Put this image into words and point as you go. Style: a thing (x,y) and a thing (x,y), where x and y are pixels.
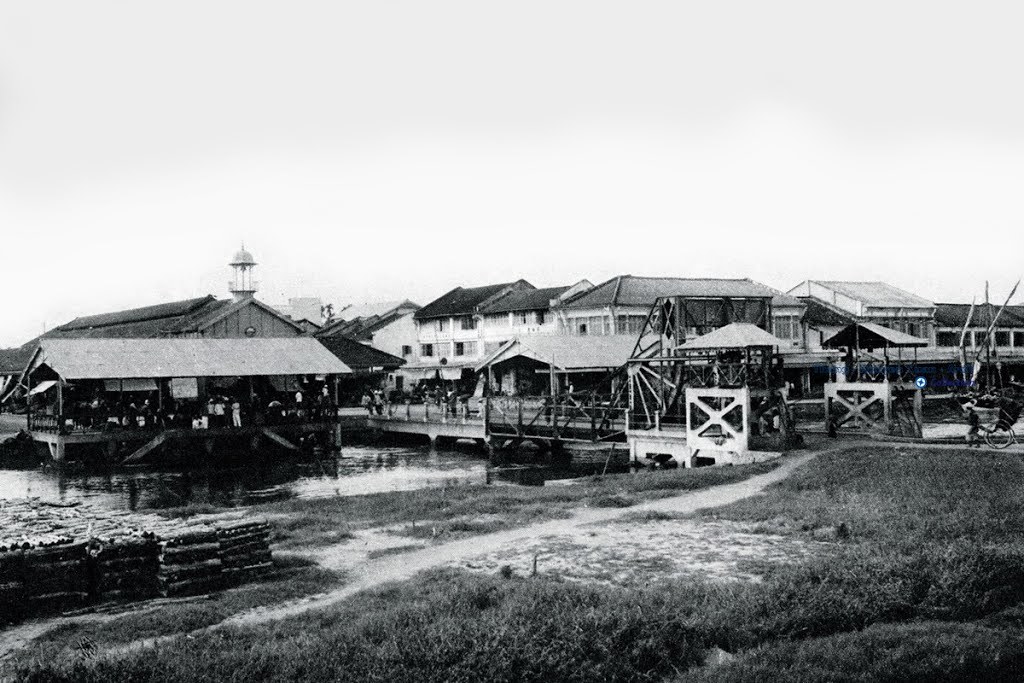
On the right side (934,518), there's grass (843,549) on the ground (783,608). In the background (973,334), there are buildings (198,322) which are having roofs (142,342), there is water (319,484) and there are clouds (234,107) in the sky (429,144).
